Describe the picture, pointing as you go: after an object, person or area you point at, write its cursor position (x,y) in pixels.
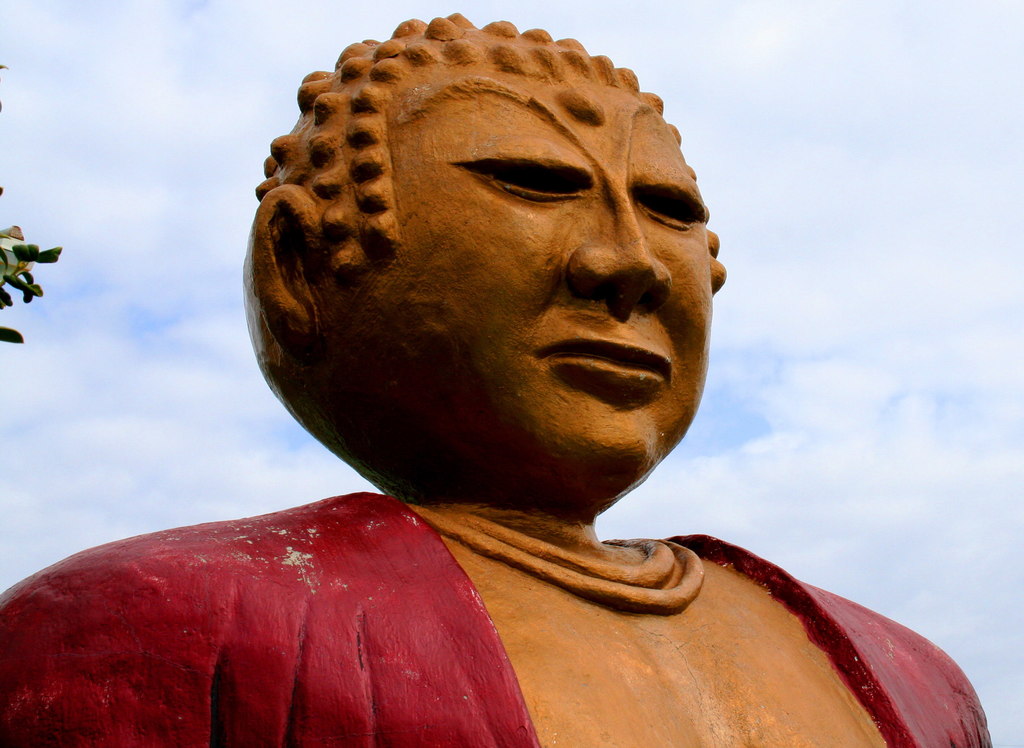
Here in this picture we can see a statue (469,278) present and we can see the sky (235,268) is fully covered with clouds (46,291) and on the left side (22,267) we can see leaves (44,255) present.
